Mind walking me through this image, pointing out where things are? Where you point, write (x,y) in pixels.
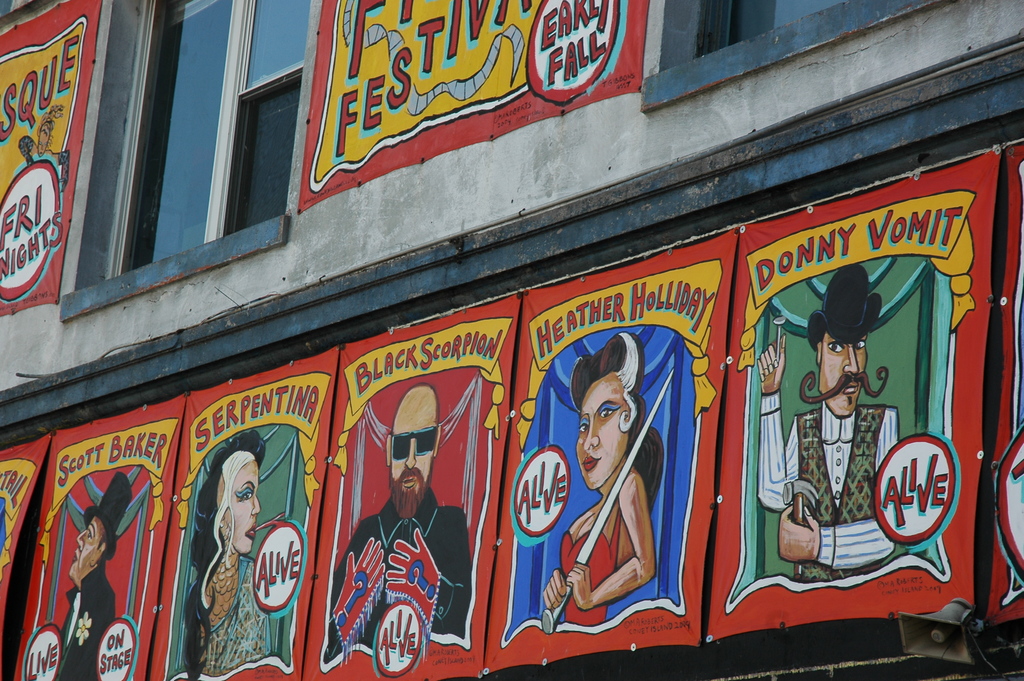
In this image I can see a building (438,194), few windows (265,174) of the building (227,83) and few posters (575,41) attached to the building (852,13) and I can see a megaphone (944,624) to the right bottom of the image (901,612).
